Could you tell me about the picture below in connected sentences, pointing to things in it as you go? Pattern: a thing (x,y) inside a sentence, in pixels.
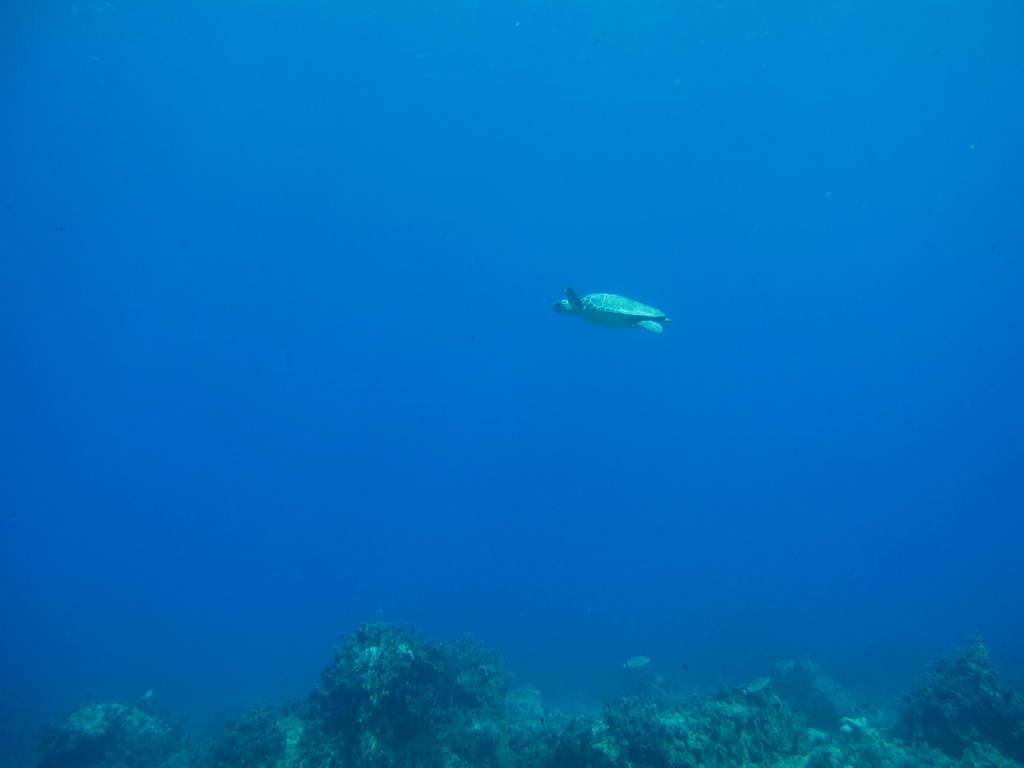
This is a picture taken inside the water (517,477). In the middle of the image (606,318) there is a tortoise (616,297). At the bottom (406,729) there are many plants (481,730).
